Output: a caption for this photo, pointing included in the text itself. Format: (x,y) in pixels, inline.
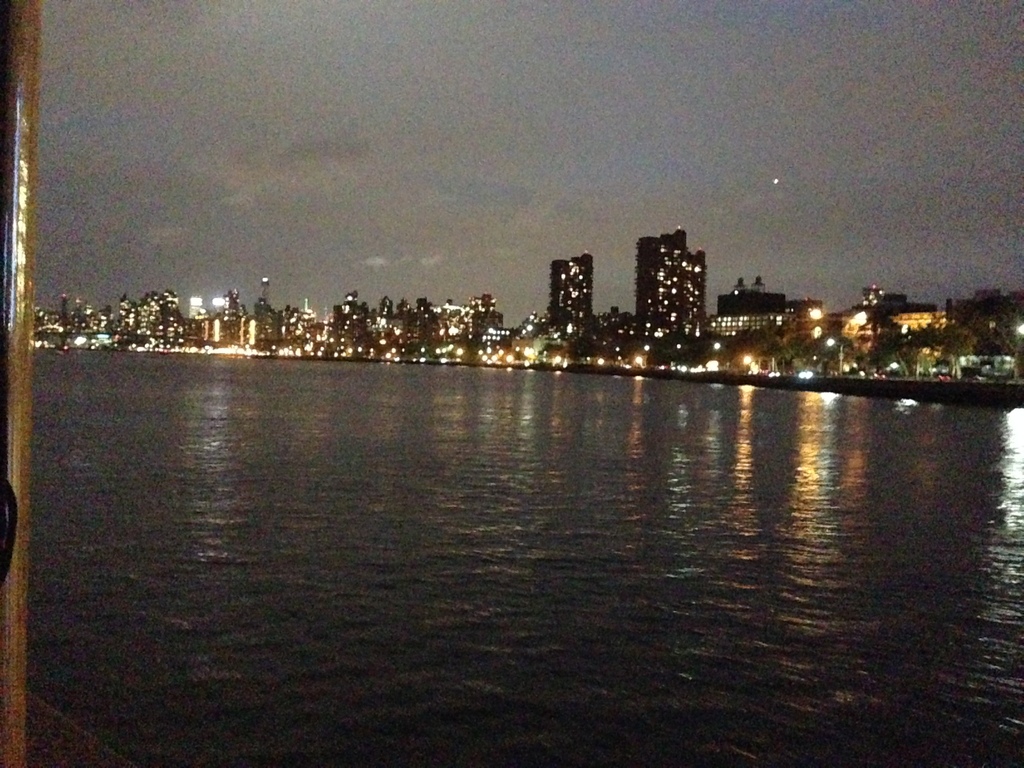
In this image, we can see a few buildings (200,325), lights (701,364), poles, trees (856,332). We can see some water (665,551) and the sky (520,296). We can also see an object (3,185) on the left (3,185).
